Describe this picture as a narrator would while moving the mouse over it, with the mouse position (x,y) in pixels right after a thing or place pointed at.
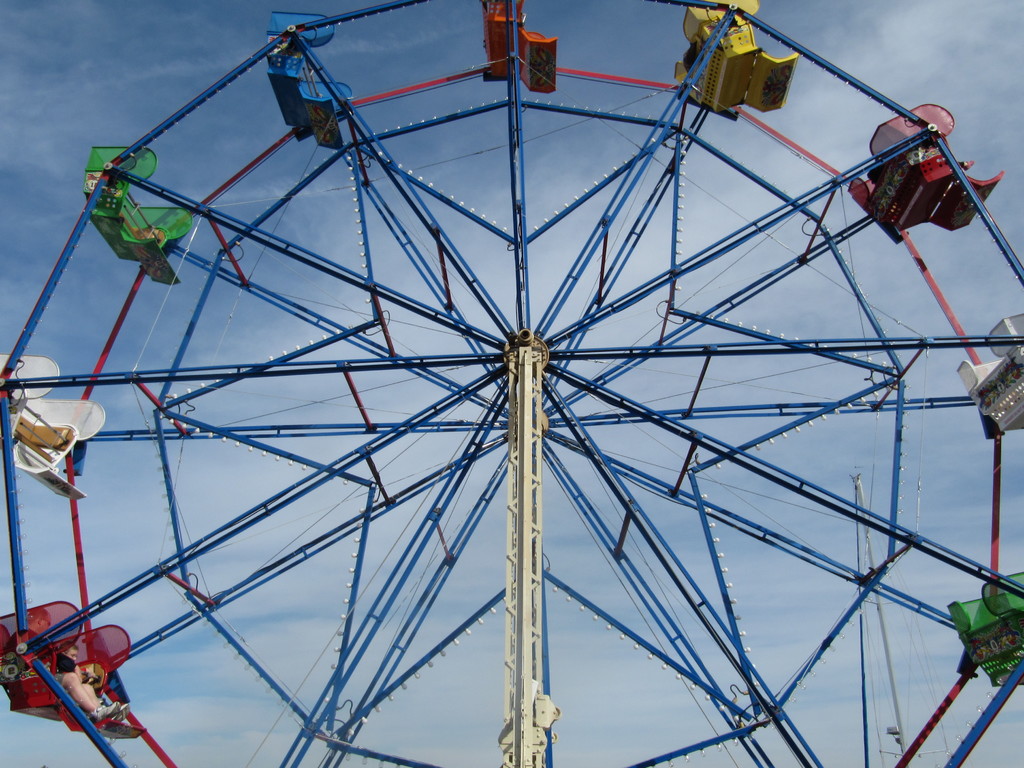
In this image I can see a giant wheel (214,430). In the background (119,106), I can see the sky (98,94).
